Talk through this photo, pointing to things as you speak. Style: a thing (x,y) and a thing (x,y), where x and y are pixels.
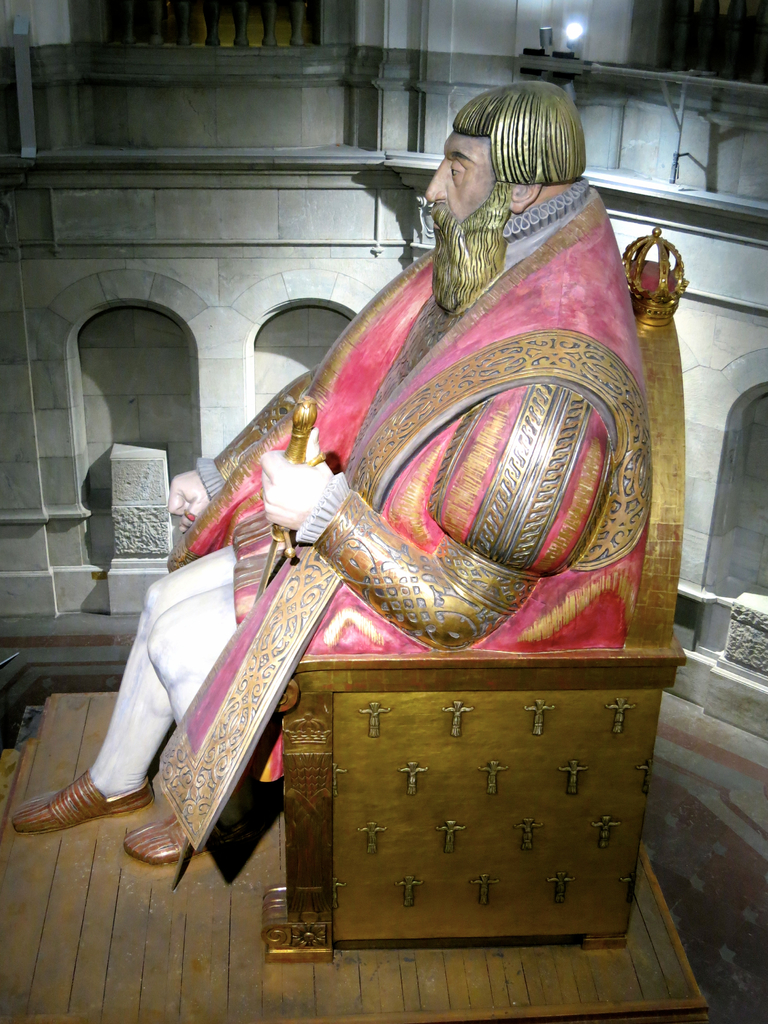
In this picture we can see a statue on a platform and in the background (690,634) we can see a wall (693,605), light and rods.
